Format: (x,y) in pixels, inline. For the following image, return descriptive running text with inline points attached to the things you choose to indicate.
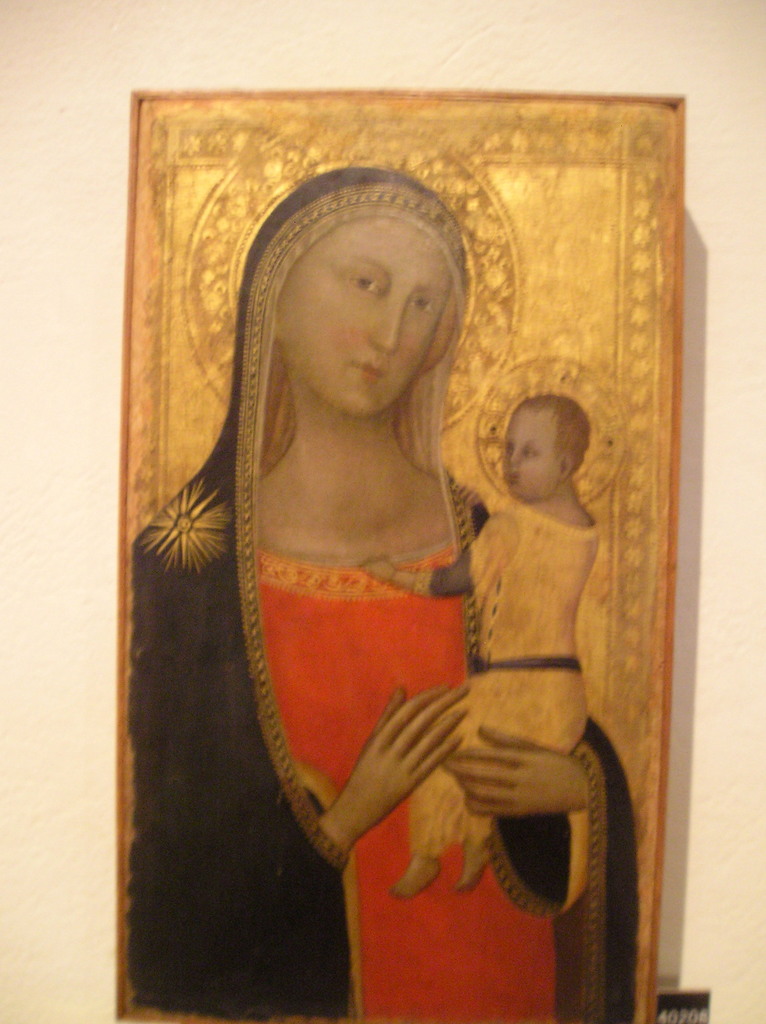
In the center of the image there depiction of a lady (179,100). In the background of the image (94,267) there is a wall (53,60).
